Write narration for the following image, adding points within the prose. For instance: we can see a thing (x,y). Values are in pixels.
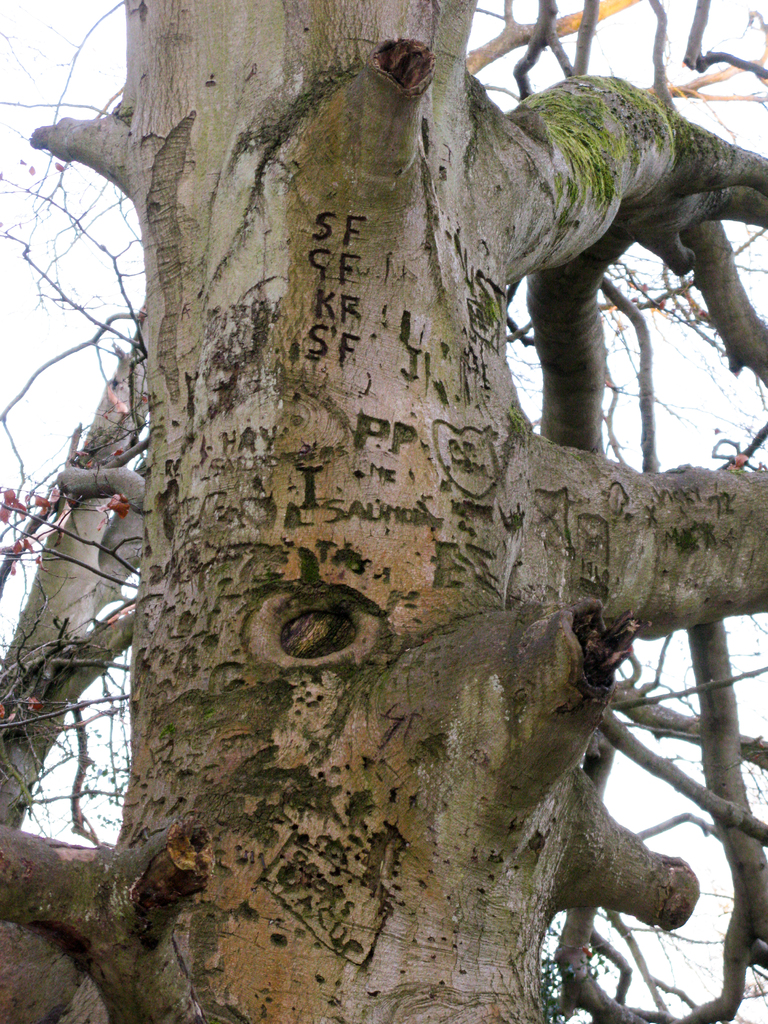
In the picture we can see a tree branch (409,846) with a twig (49,364) to it and something on it, and in the background (51,484) we can see a sky (675,432).
